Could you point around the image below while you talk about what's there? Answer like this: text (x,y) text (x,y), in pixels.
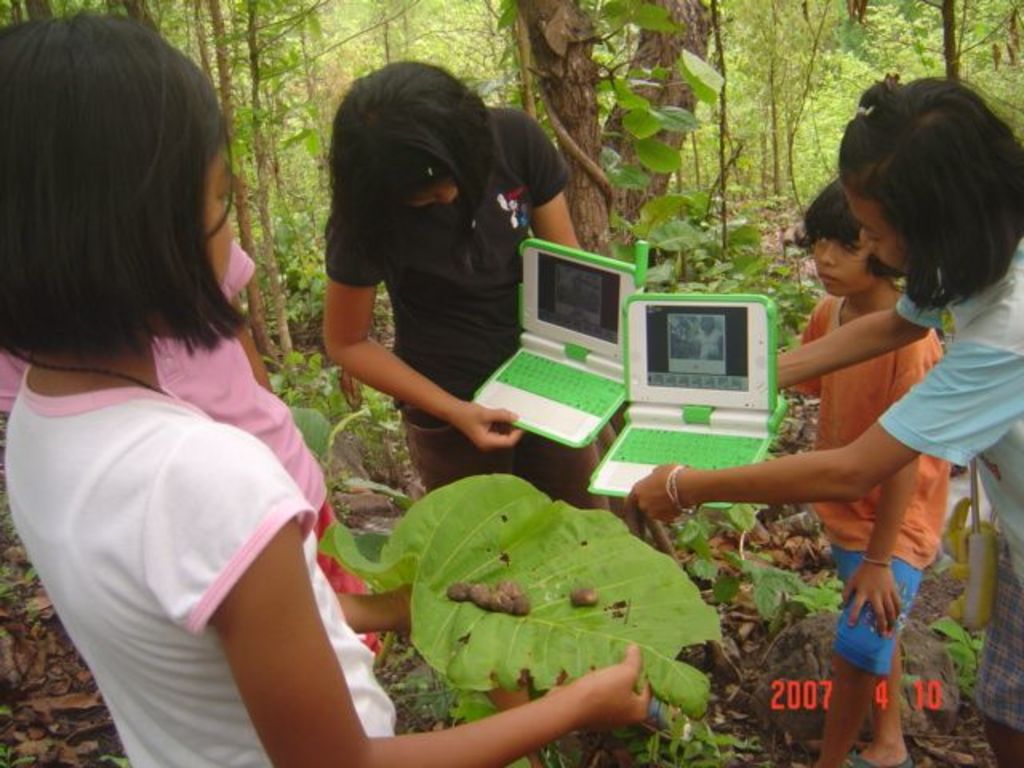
In this picture there is a woman (495,216) who is wearing black t-shirt (470,318) and jeans (441,463). She is holding a laptop (586,330). On the right (790,469) there is an another girl (951,432) who is also holding a small laptop (647,301). Besides him we can see other girl (880,373) who is wearing orange t-shirt (857,369) and short (899,582). On the left (100,156) there is a girl (187,496) who is wearing white t-shirt (189,619) and she is holding a leaf (501,628). In the bottom right corner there is a watermark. In the background (263,65) we can see the trees (940,52) and plants (707,240). In the bottom left corner (51,641) we can see the leaves (38,748).
